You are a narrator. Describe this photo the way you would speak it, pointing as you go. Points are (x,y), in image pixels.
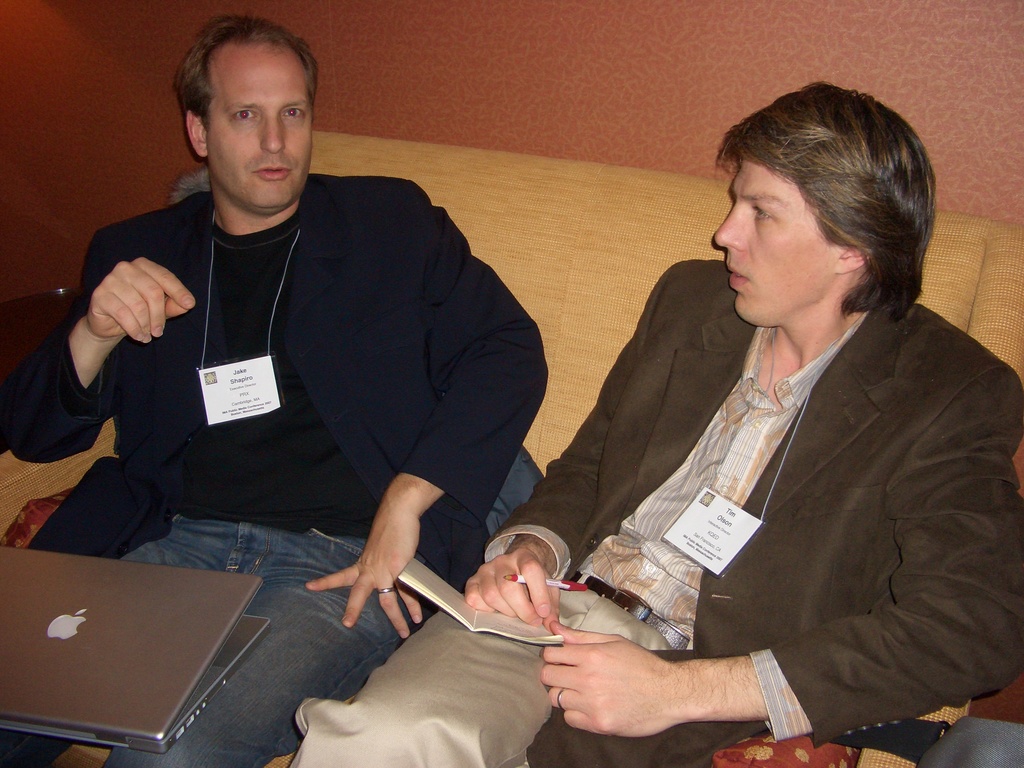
In this image there are two persons (486,411) wearing identity cards (684,532) and sitting on the sofa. Image also consists of a laptop (214,666) and one person (585,593) is holding a pen (551,586) and a book (460,607). In the background (730,30) there is a plain wall (569,69).
